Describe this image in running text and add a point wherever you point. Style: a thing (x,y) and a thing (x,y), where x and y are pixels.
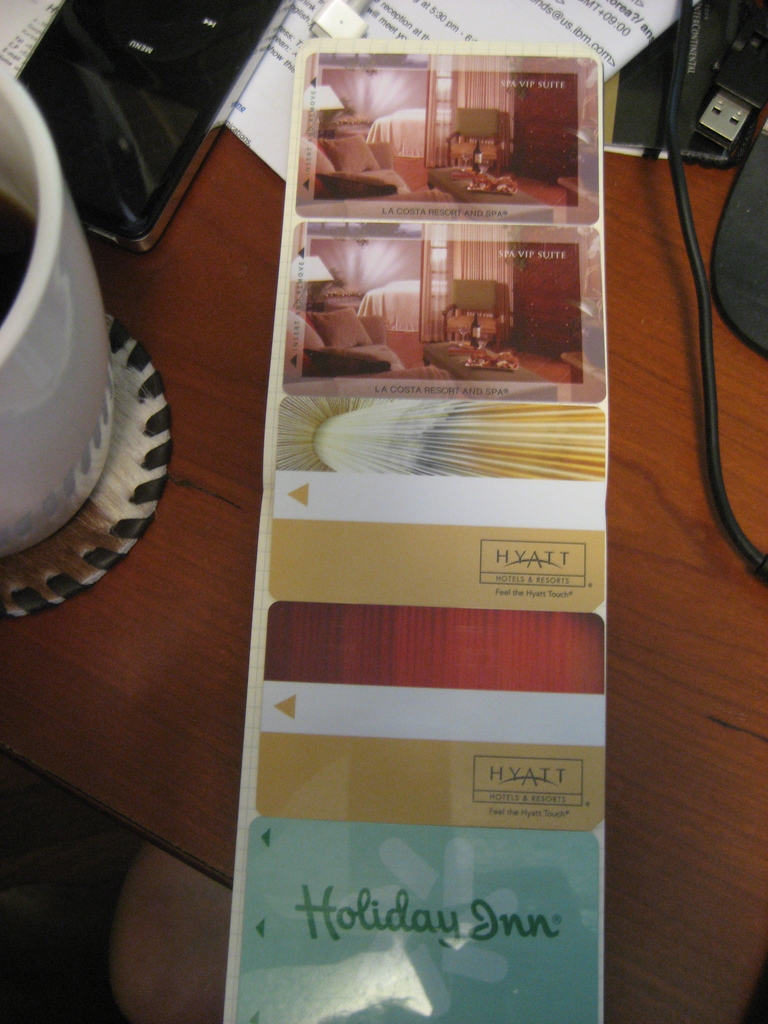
In this image we can see a paper (492,427) with images (453,500) on a wooden surface (183,657). Also there is a cup (86,389), mobile (194,143), wire (675,184) and some other things (248,101) on the wooden surface (163,794).
